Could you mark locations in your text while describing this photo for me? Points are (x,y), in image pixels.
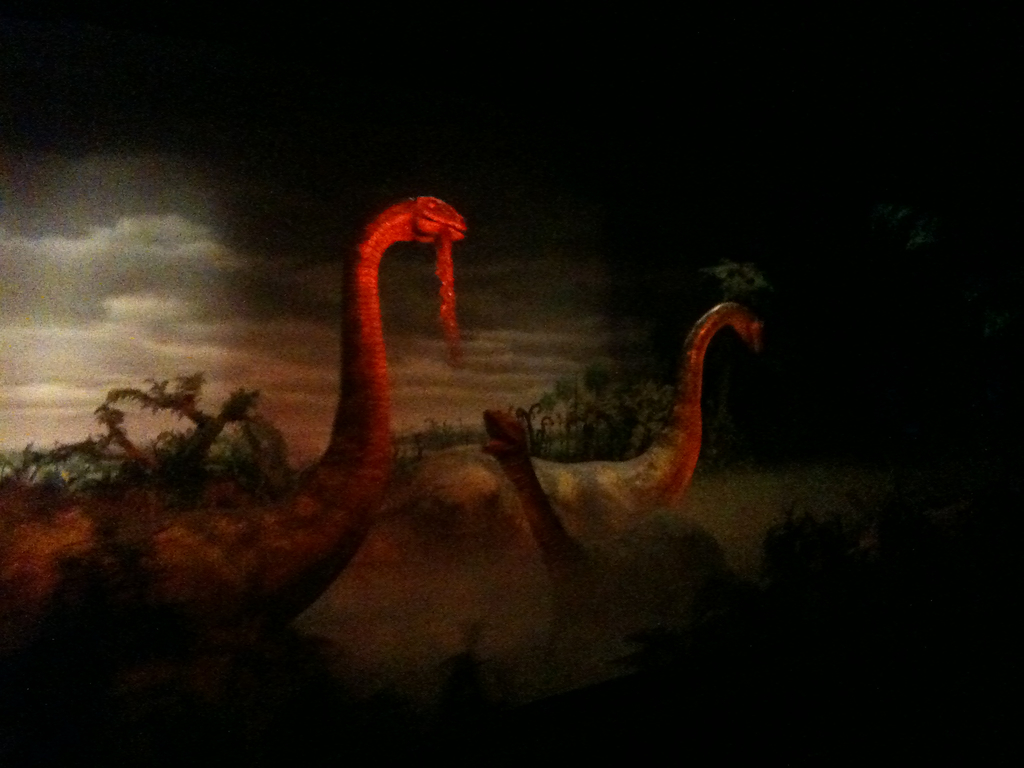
In this image we can see the painting (490,367), in the painting (504,453), there are animals (402,482), trees (200,428), and the sky (298,230).
